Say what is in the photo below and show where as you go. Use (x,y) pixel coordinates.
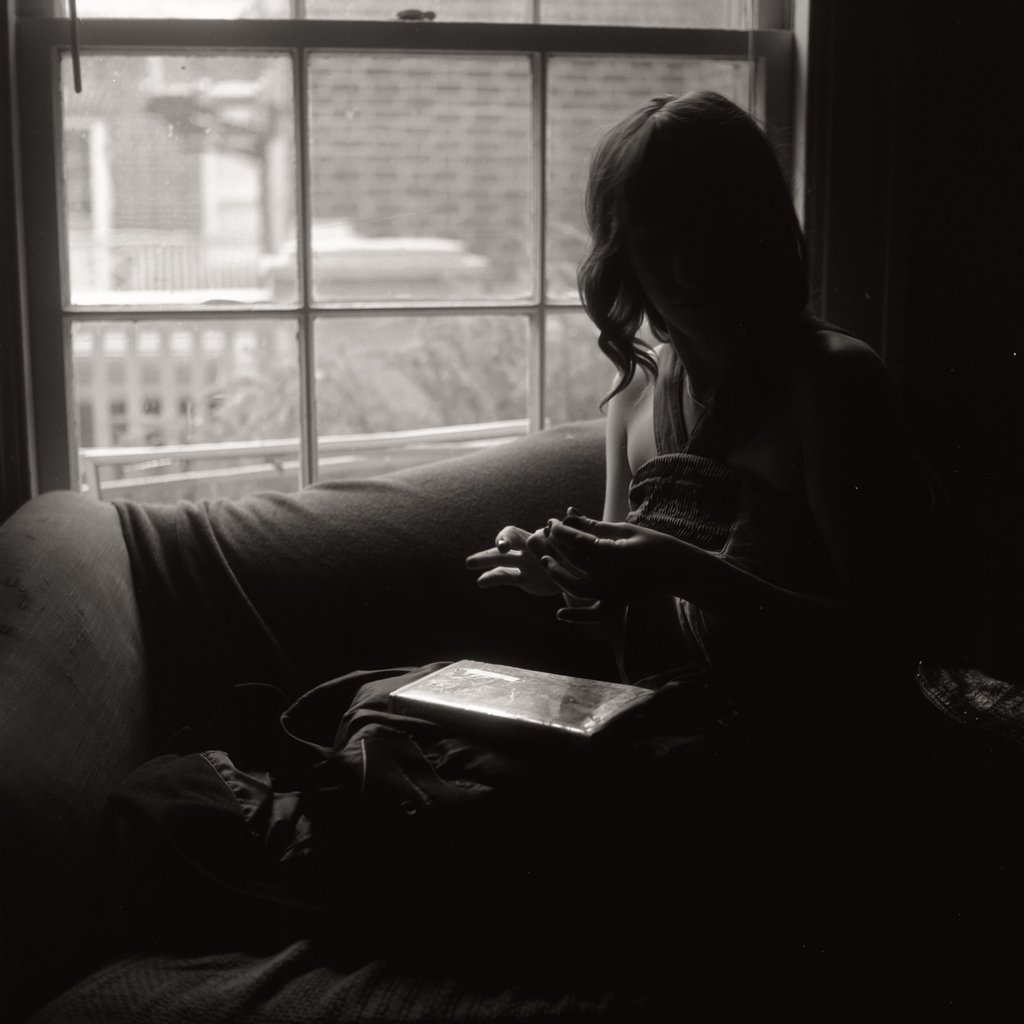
In this image there is a woman (681,494) sitting on a sofa (901,995), in the background (791,134) there is a glass window (46,432).
